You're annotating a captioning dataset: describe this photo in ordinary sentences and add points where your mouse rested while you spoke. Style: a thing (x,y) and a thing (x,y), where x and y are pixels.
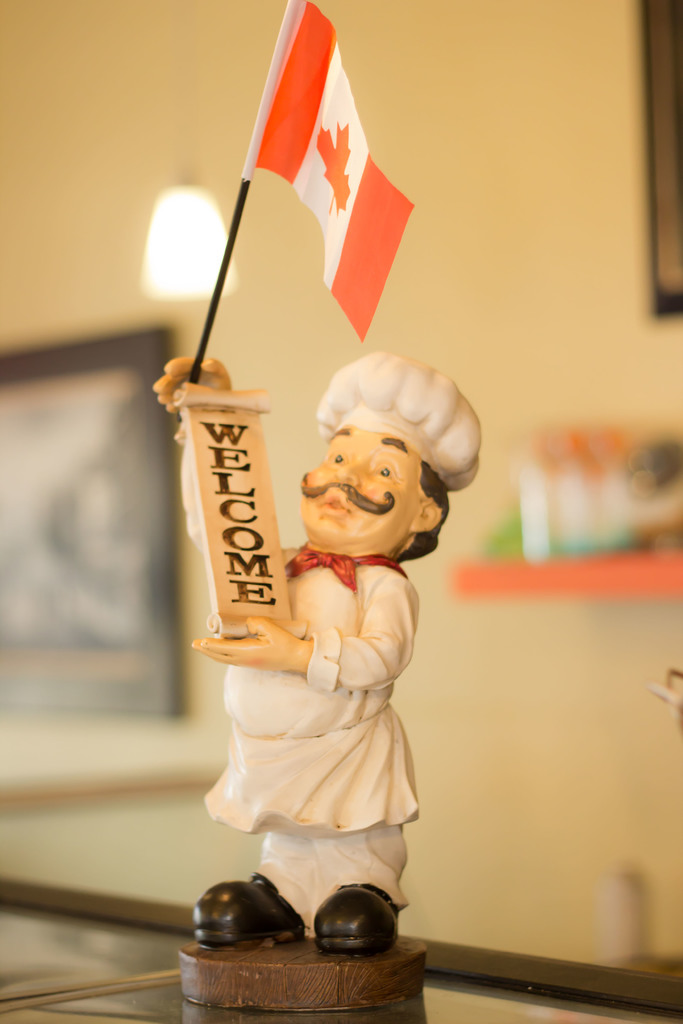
In the foreground (379,526) I can see a statue (335,786) on the table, board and a flag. In the background (204,878) I can see a wall (120,296), light (198,236) and wall paintings (127,371). This image is taken may be in a hall (333,432).
